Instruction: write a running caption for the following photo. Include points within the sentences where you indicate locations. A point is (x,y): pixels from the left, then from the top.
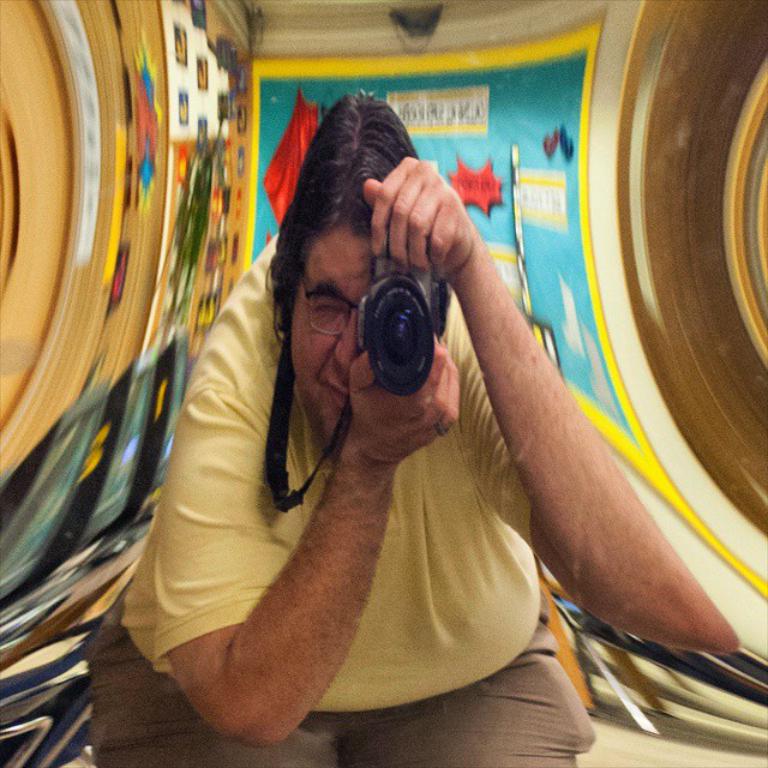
In this image there is a person (266,459) with yellow t-shirt (208,360) and spectacles (338,300) and he is holding a camera (403,303).
